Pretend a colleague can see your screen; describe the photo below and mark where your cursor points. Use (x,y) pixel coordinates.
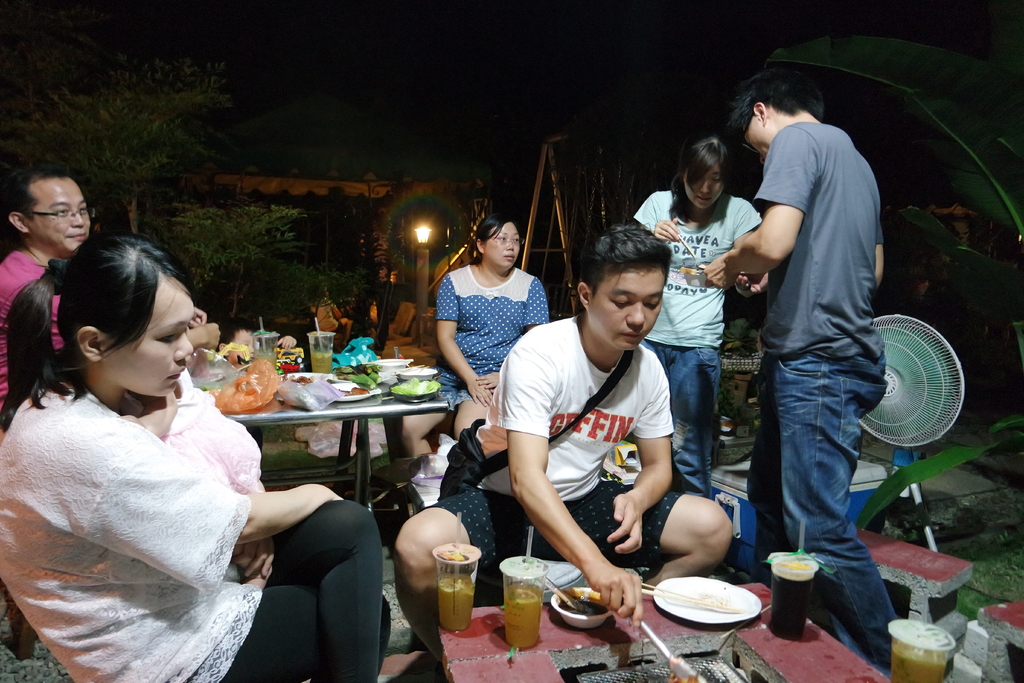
In this image there are people (137,526) sitting and we can see a table (335,415). There are things (327,369) placed on the table (347,408). At the bottom (517,635) there is a grill (671,672) and we can see glasses (473,597) placed on the wall (822,639). In the background (915,371) there is a fan (917,398), trees (274,235) and a light (429,241).
